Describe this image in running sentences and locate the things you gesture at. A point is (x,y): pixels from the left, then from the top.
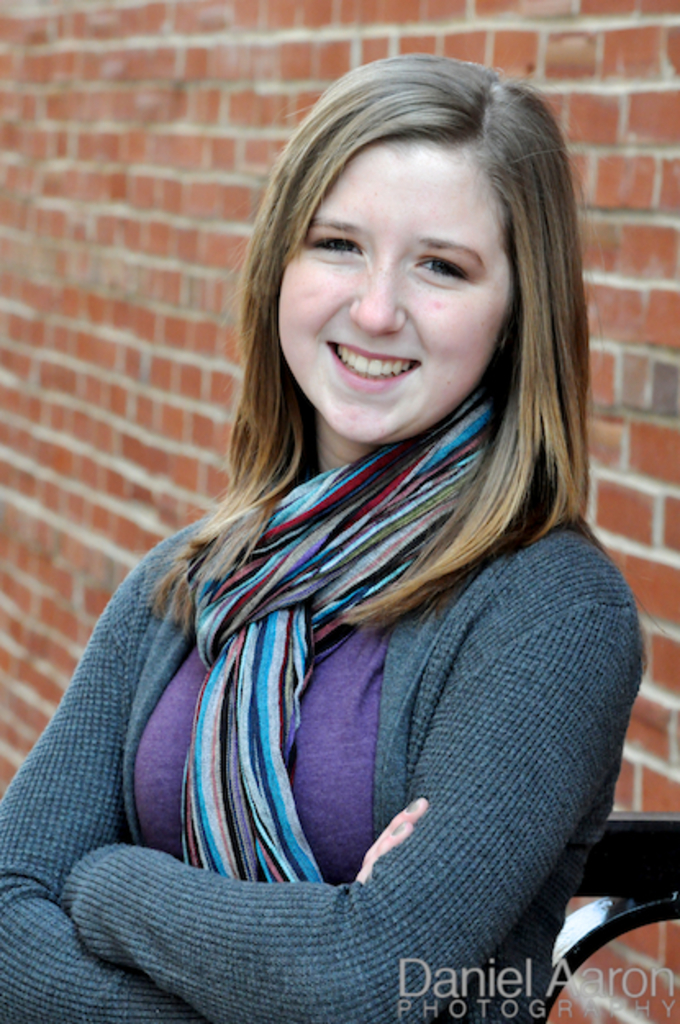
In the image there is a woman (373,684) in grey sweatshirt (149,878) and scarf (305,621) standing in front of brick wall (520,31).
